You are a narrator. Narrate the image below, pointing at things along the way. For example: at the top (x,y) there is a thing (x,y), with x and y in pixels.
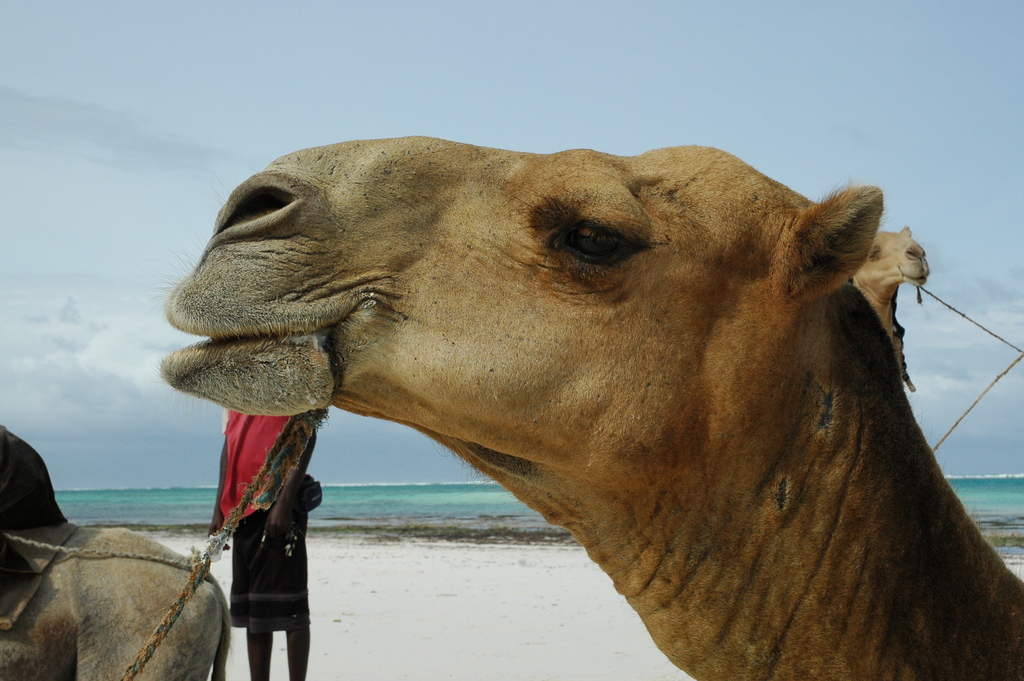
In this image we can see some animals (560,523) and a person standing on the seashore (427,646). We can also see the ropes (270,467). On the backside (329,503) we can see a large water body (344,504) and the sky (214,437) which looks cloudy.
